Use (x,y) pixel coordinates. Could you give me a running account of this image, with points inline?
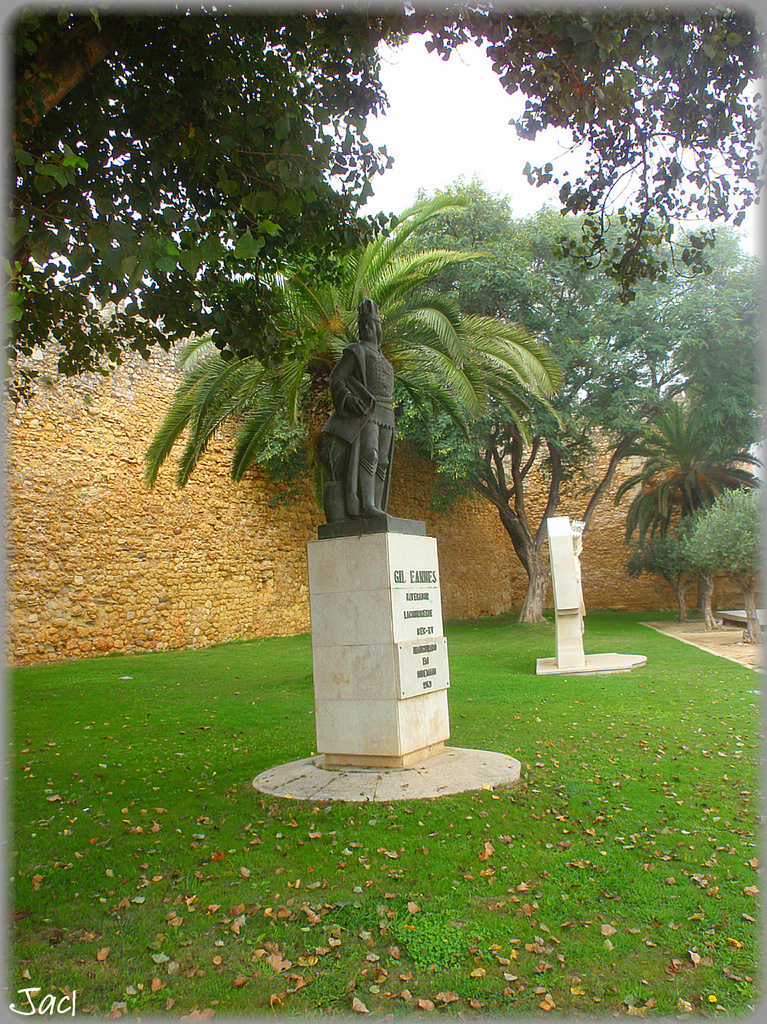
In this image I can see the statue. In the background (414,370) I see the wall (400,475) in brown color, few trees (599,340) in green color and the sky (454,125) is in white color.
